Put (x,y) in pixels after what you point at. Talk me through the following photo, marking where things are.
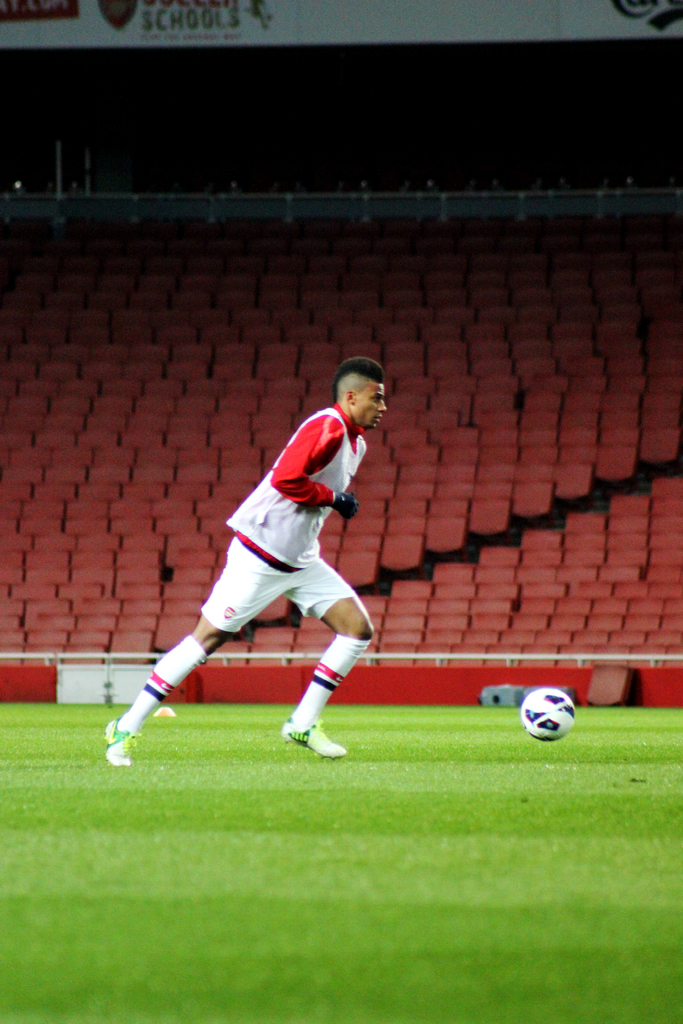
In the center of the image (332,582) we can see a man (308,694) running. On the right (534,702) there is a ball (544,694). At the bottom (296,881) there is grass (365,843). In the background (524,642) there are seats (555,472) and fence (197,212). At the top (4,34) there is a board (28,36).
